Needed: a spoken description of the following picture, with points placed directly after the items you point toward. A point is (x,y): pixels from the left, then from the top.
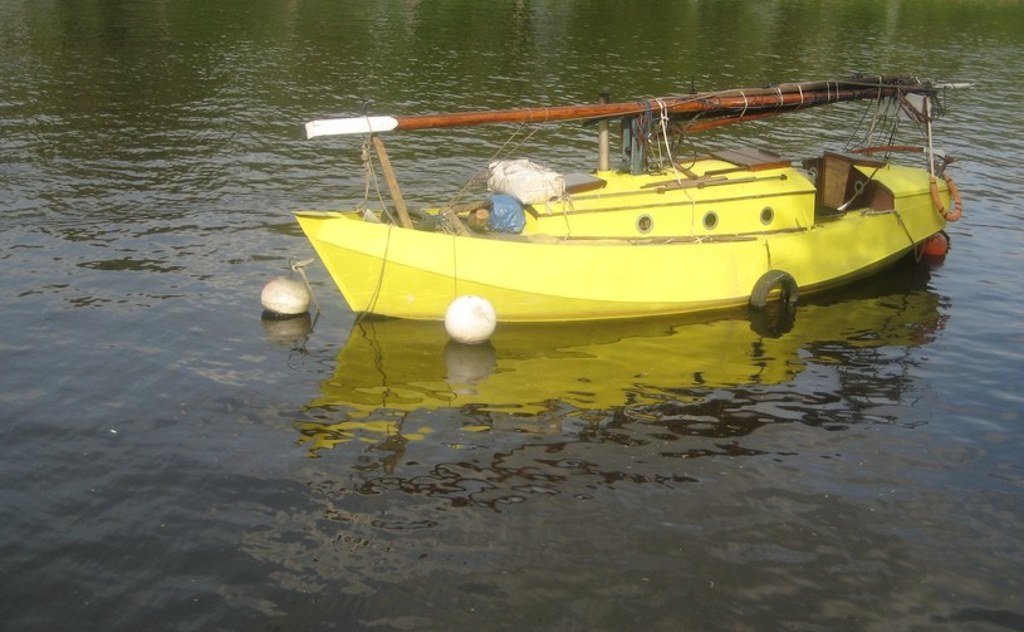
In this image I can see a yellow colour boat (525,293) on the water (350,316). I can also see two tubes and two white colour things (452,331) near the boat (793,215).
